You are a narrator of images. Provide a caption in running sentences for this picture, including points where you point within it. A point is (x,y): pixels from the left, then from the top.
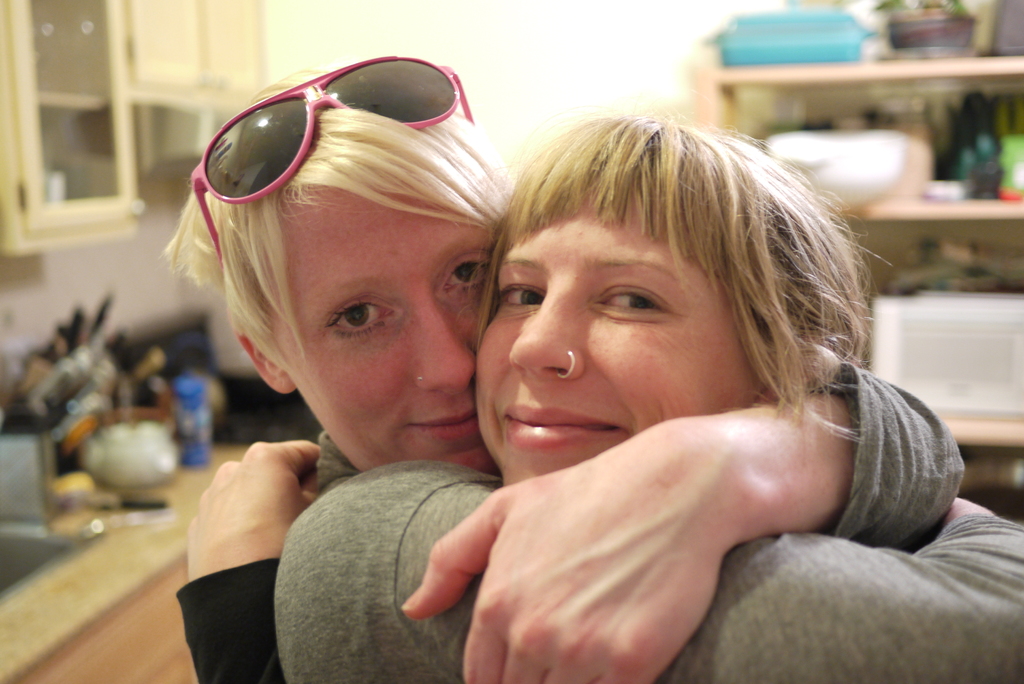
There are women (477,561) standing and smiling. They are hugging each other. I can see few objects (81,445) placed on the kitchen cabinet (118,516). These are the cupboards (96,87) with the doors (260,72). This looks like a rack (1008,432) with the objects (889,19) arranged in it.
